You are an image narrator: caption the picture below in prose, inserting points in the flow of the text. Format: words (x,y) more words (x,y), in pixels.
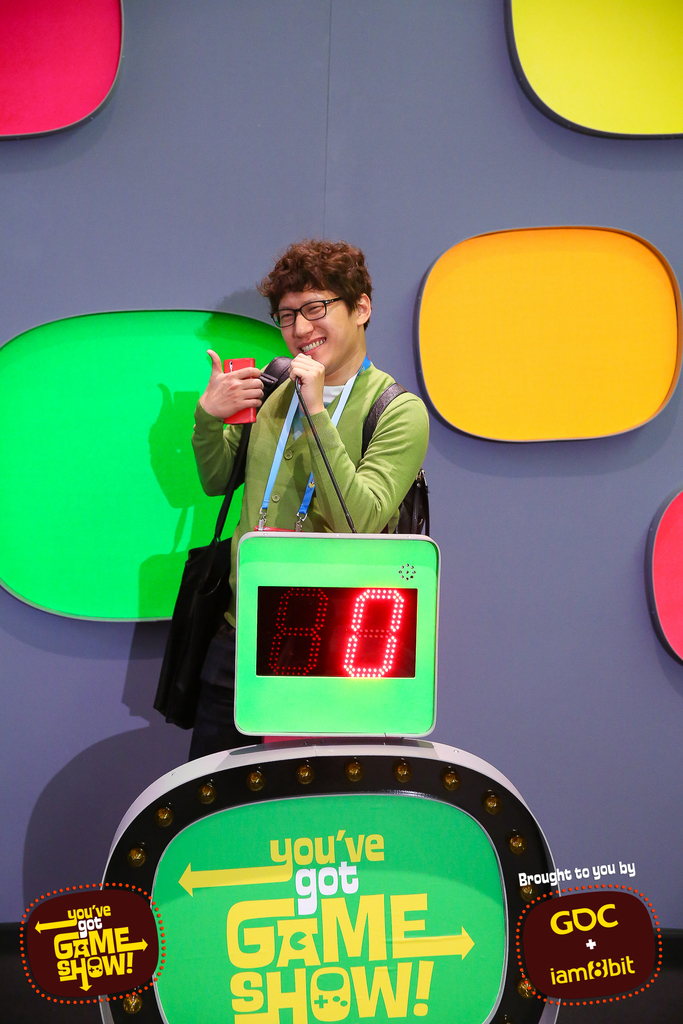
In the center of the image (356,428) we can see a man (378,444) is standing and wearing T-shirt (327,476), id card (264,507), bag (269,392) and holding a mobile (235,420). At the bottom of the image (205,873) we can see a display board (278,562), board (288,901) and text (243,961). In the background of the image (41,883) we can see the different colors on the wall (19,238).
